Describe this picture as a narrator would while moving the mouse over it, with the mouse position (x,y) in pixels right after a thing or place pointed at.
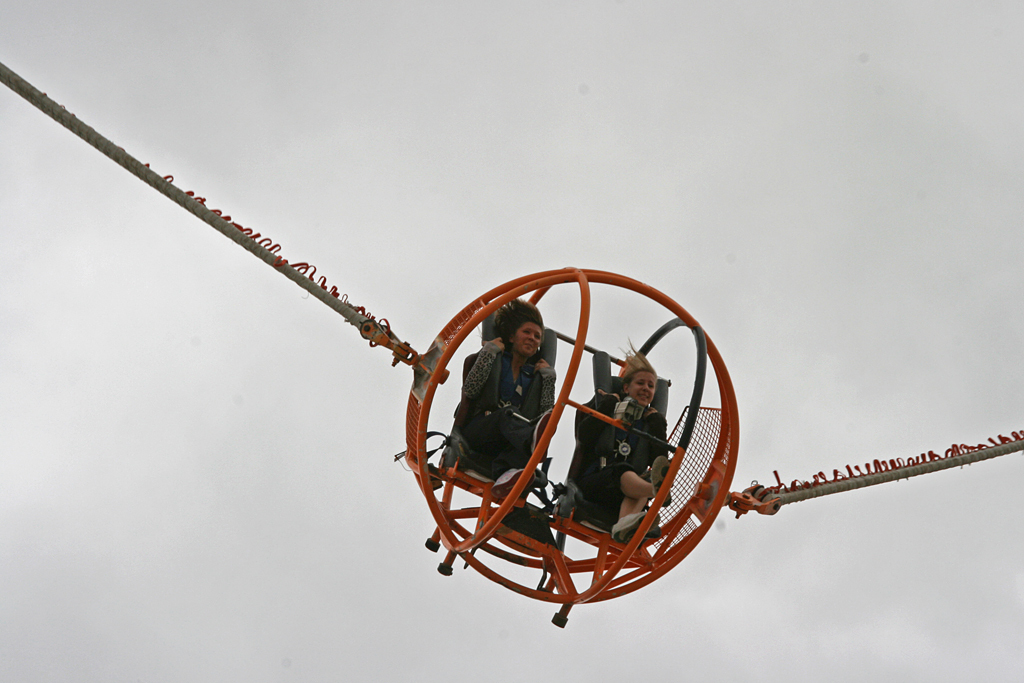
In this image there are two women (654,383) sitting on the object (573,529) that looks like a amusement rides (570,395), there is a rope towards the right of the image (753,494), there is a rope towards the left of the image (74,123), the background of the image (67,146) is white in color.
